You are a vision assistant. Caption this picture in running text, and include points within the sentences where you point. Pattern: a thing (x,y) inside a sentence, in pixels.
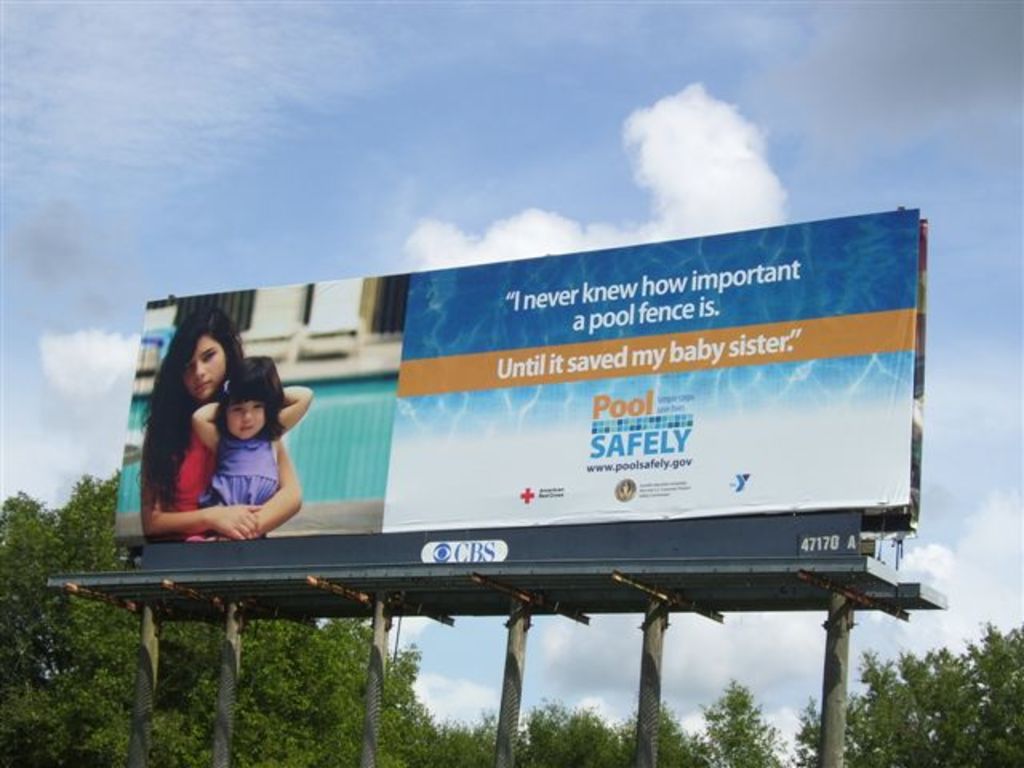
In the foreground (586,555) I can see a hoarding (339,451), two persons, text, pillars (227,747) and metal rods (814,574). In the background (262,717) I can see trees (263,753) and the sky (944,13). This image is taken may be during a day.
